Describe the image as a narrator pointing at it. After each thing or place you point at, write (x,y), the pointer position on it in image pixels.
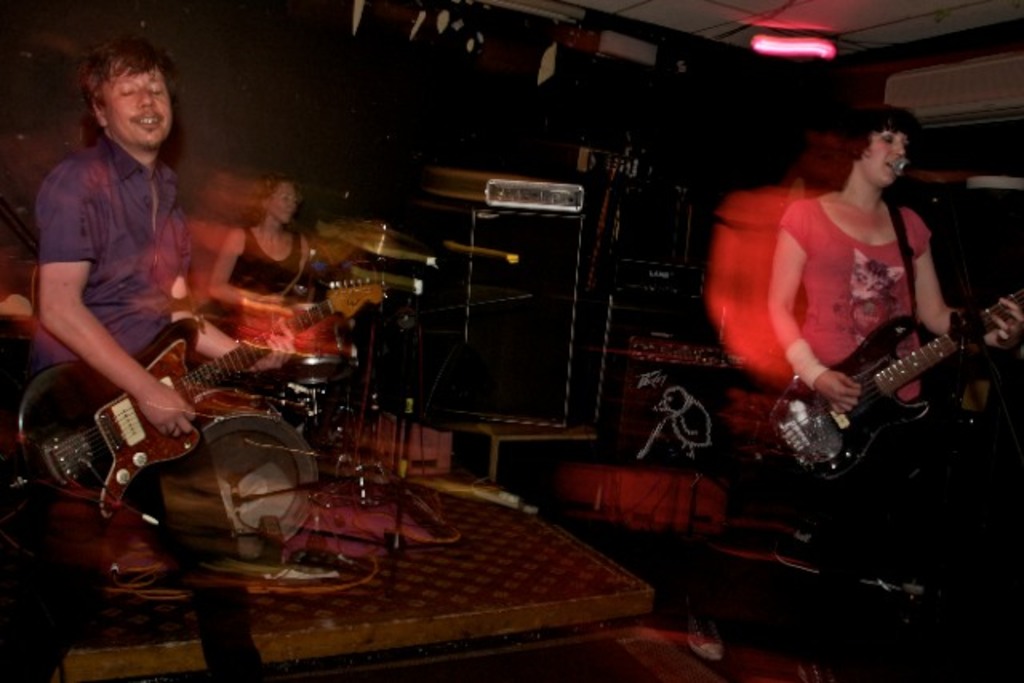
In the center of the image (352,367) there are people (251,290) playing musical instruments (80,368). In the background of the image (555,137) there is wall (597,130). At the top of the image (734,16) there is ceiling (835,13). There is a light (763,54).
